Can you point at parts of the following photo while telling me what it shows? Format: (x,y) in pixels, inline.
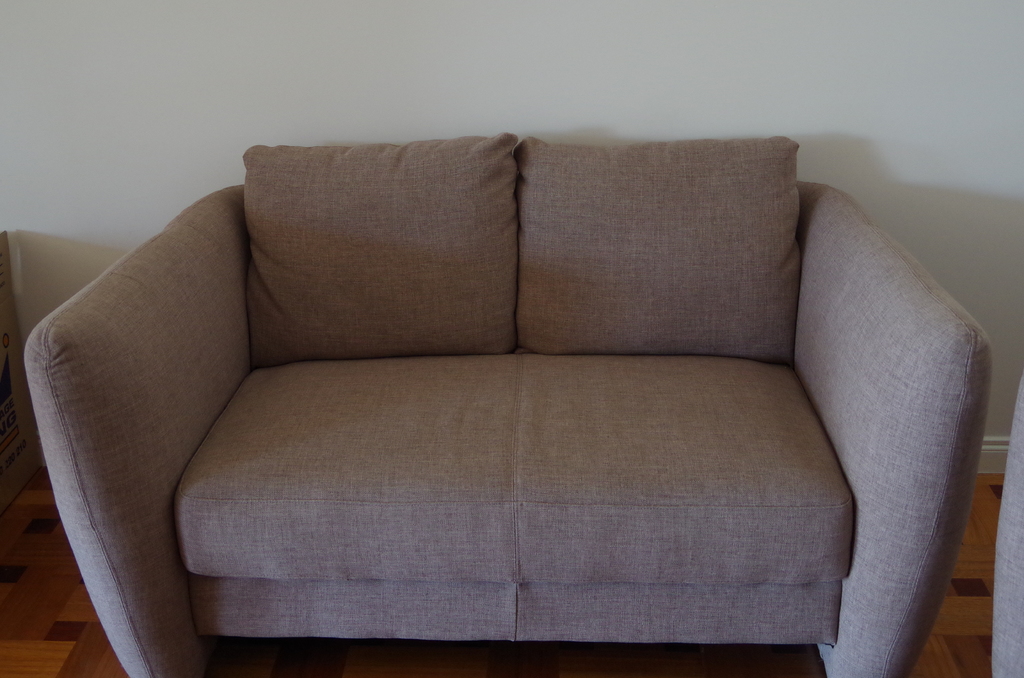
In this image I see a couch (614,173) which is of light purple in color. In the background (100,141) I see the wall (121,34).
